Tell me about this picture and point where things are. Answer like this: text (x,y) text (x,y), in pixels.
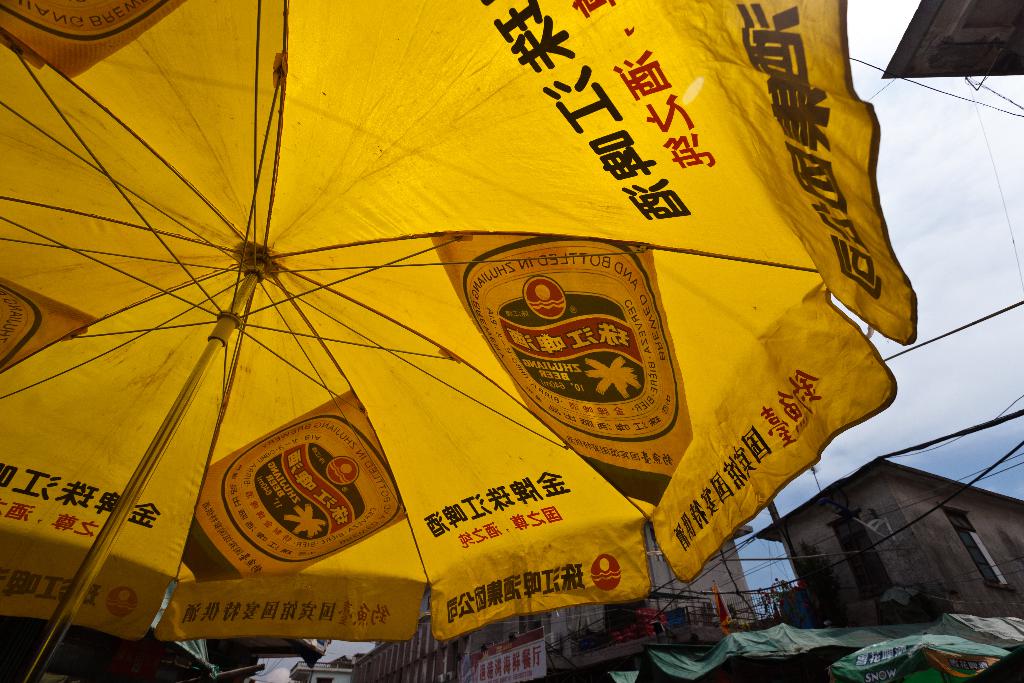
We can see umbrella (380,249) and we can see buildings (510,632), wall (908,513), wires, banner (517,674) and sky (955,346) with clouds (989,246).
